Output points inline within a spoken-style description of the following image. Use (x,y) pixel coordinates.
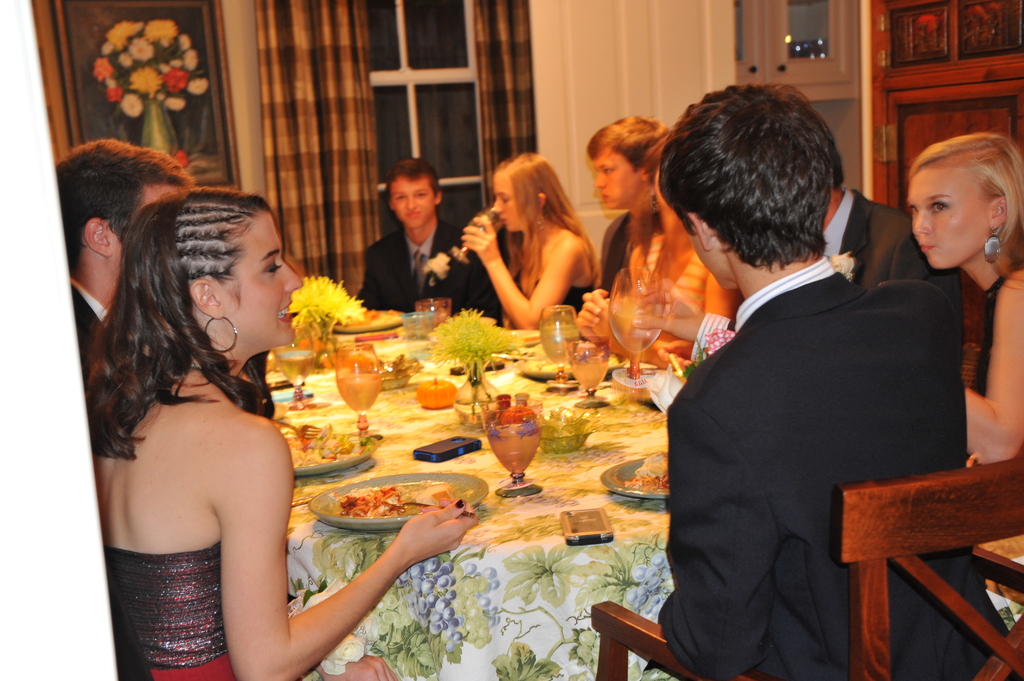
In this picture there are couples (152,256) seated around a dining table (489,496) and eating. In the center of the picture (415,326) on the dining table (316,378) there are drinks (528,451), flowers vase (441,354), mobile phones (451,440), plates (403,484) and food items (389,490). On the top right (933,51) there is a closet (803,34) and a door (903,55). In the center of the background (448,70) there is a curtain (342,98) and a window (455,94). On the top left (180,63) there is a frame (180,75). On the right (897,555) there is a chair (883,679).
